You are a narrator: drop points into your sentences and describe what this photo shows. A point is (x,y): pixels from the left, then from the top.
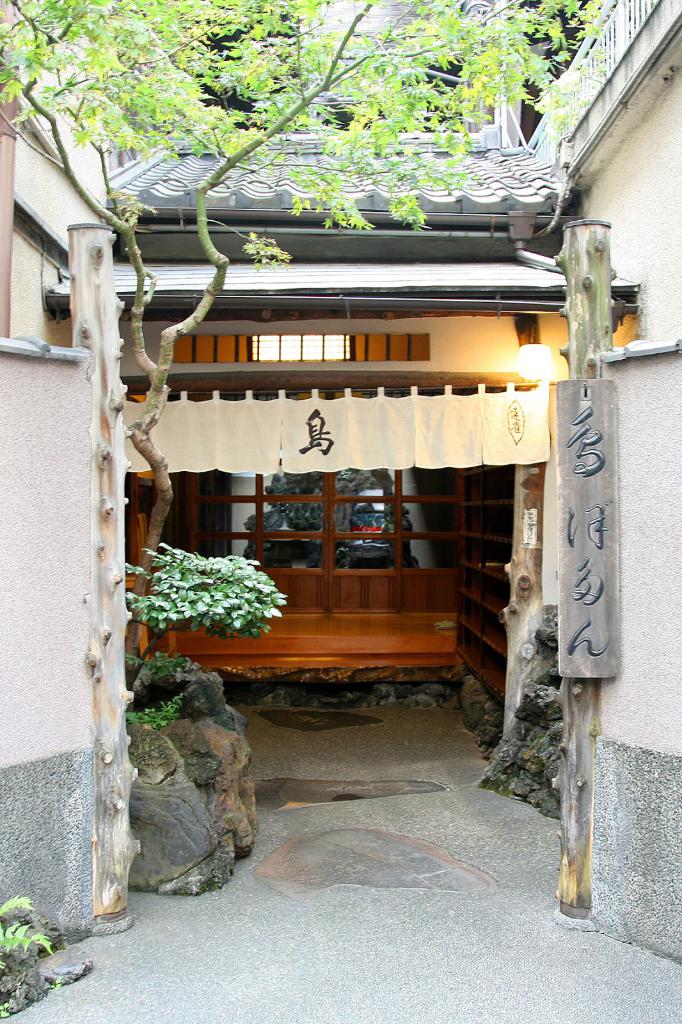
On the sides there is a wall (644,572). Near to that there are two poles (111,506). On the right side (580,482) something is written on the board (578,611). In the back (345,376) there is a building (333,277). On the left side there is a tree (180,604). Near to that there are rocks (189,746). And there is a light (542,365) on the right side (521,365).
